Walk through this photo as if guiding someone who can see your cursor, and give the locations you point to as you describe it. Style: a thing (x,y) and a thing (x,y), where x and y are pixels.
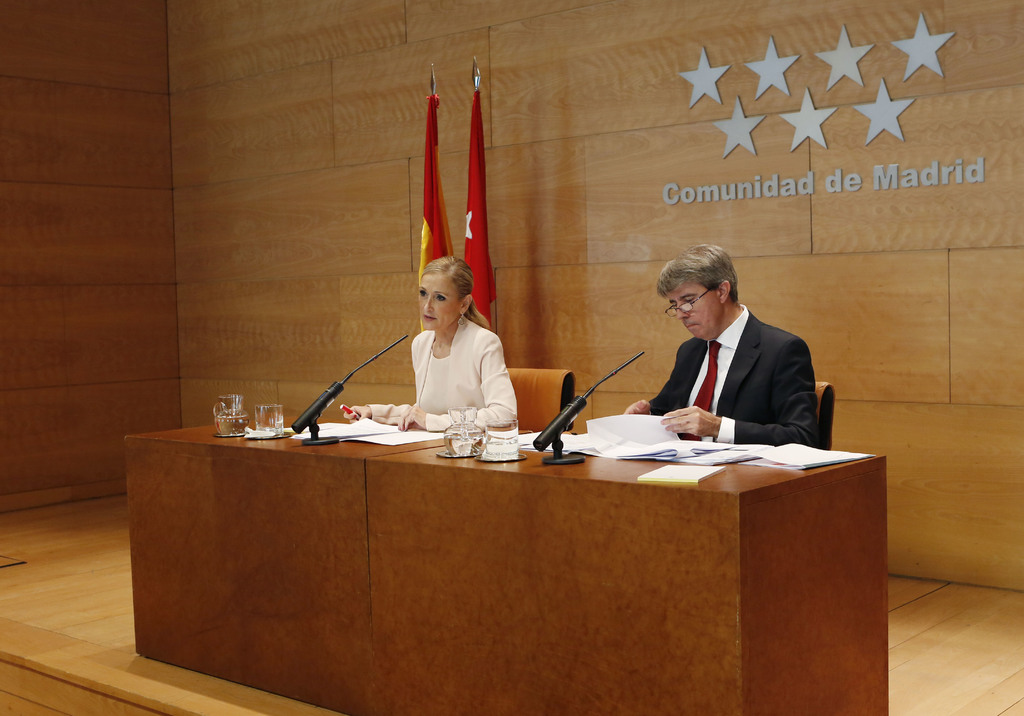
In this picture we can see man (640,411) and woman (459,368) sitting on chair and in front of them on table (349,559) we have glasses (256,426), mics (547,460), papers (383,426) and at back of them we have two flags (475,134), wall (615,145) with logo (846,40) on it.
